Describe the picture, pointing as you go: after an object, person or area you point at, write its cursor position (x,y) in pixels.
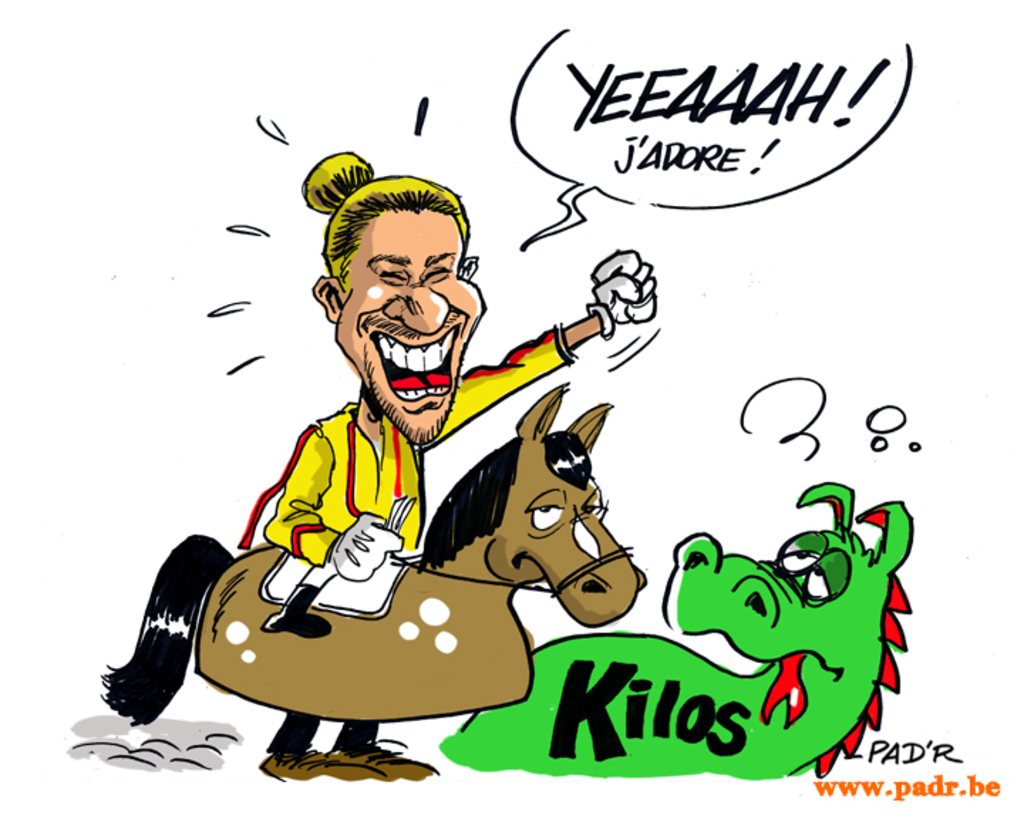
In this image, we can see depiction of a person (454,285), animals (816,624) and some text (666,105) on the white background.
